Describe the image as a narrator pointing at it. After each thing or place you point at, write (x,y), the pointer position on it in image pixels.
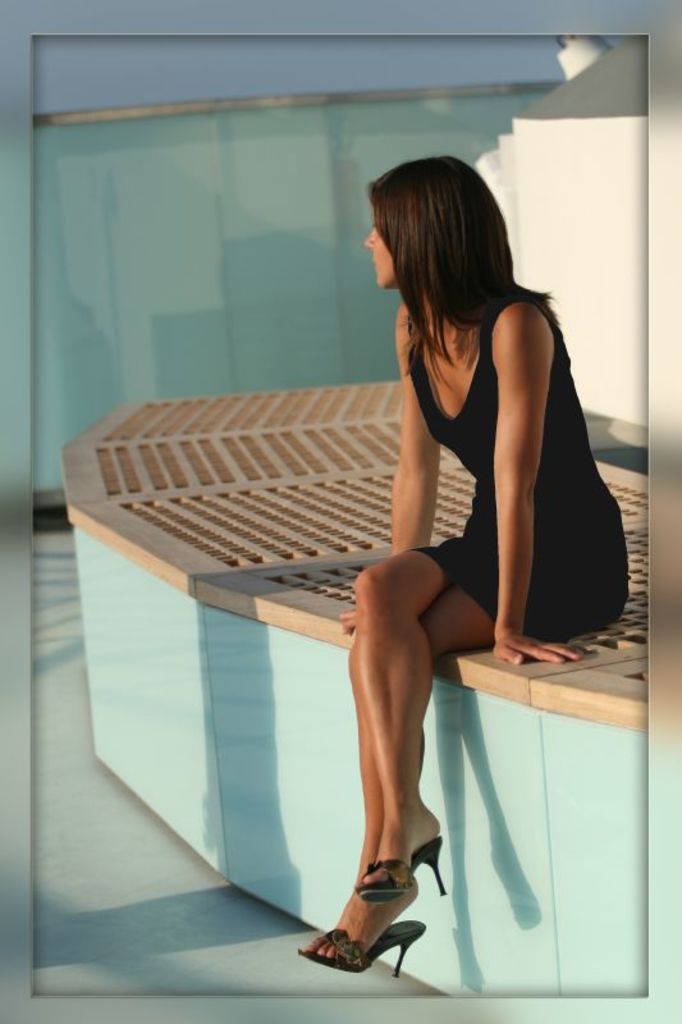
In the image there is a lady (453,549) sitting on the white wall (345,821). And also there is a wooden object (298,526) on the wall (437,720). There is a glass railing (241,213) in the background (576,165) and also there is a white object (591,323).
